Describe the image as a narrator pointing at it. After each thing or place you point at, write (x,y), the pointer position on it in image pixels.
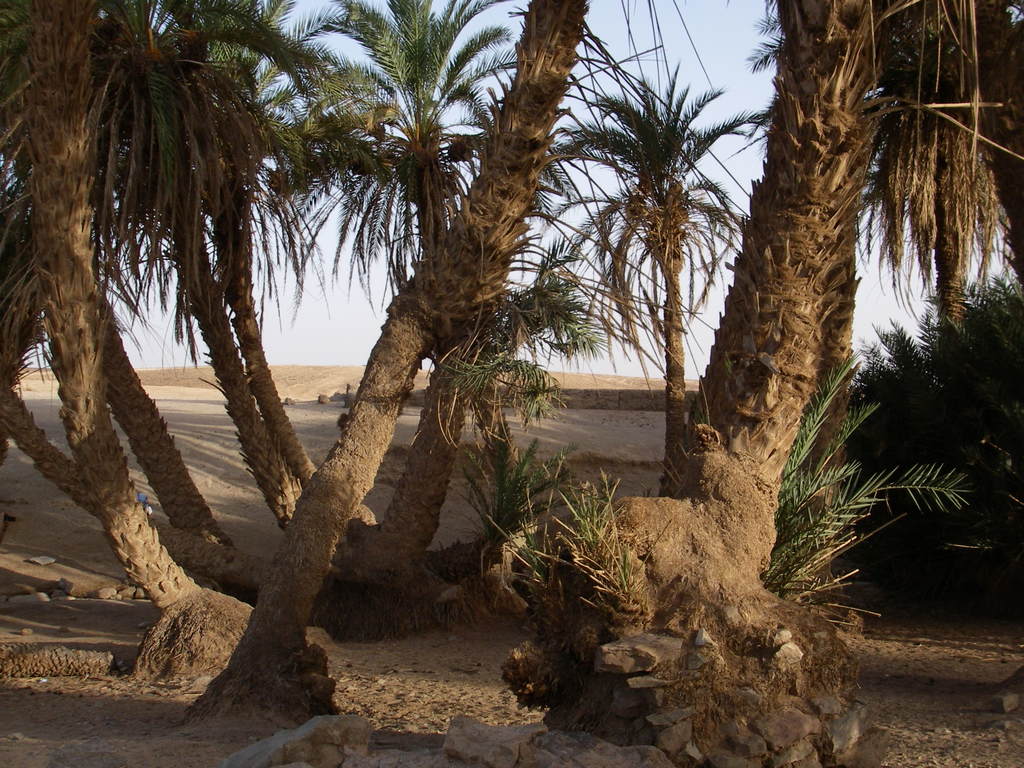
In this picture I can see number of trees (39,189) and few plants (608,524) on the ground (268,516). In the background (285,267) I can see the clear sky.
